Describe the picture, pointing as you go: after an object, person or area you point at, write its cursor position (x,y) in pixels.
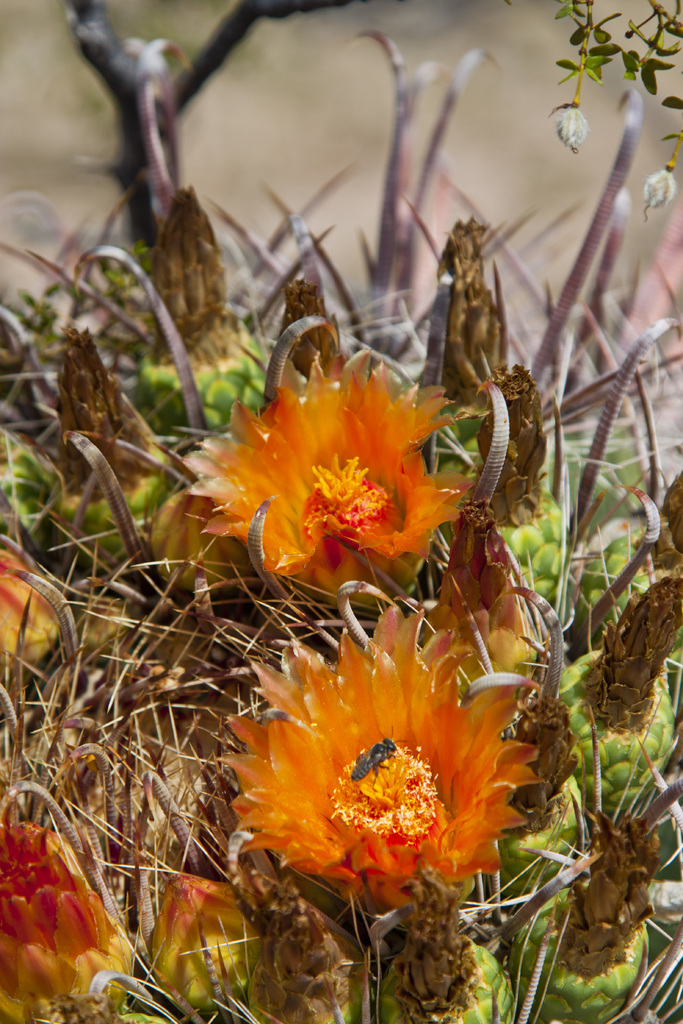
In the image there is a flower plant (342,473) with some flowers (373,780) to it and the background (315,90) is blurry.
